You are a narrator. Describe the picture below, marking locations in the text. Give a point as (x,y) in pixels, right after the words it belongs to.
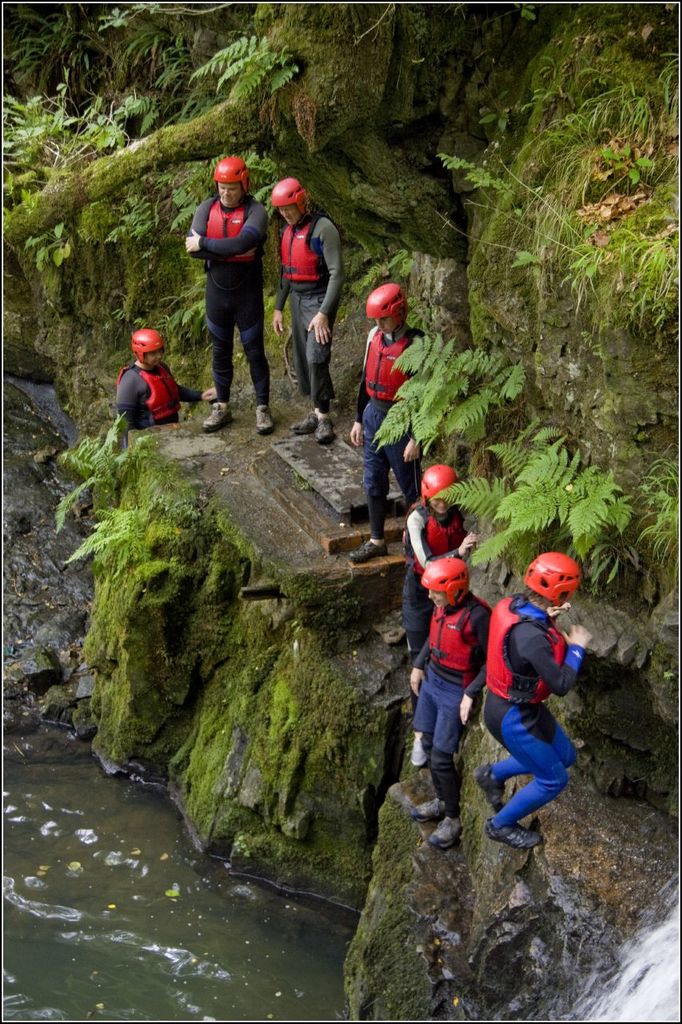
In this image I can see the group of people (432,617) standing on the rock (260,514). These people (383,518) are wearing the red color life jackets (439,632) and also red color helmets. To the side of the people (491,707) I can see the water (93,827). In the background (230,49) there are many plants (25,110).
